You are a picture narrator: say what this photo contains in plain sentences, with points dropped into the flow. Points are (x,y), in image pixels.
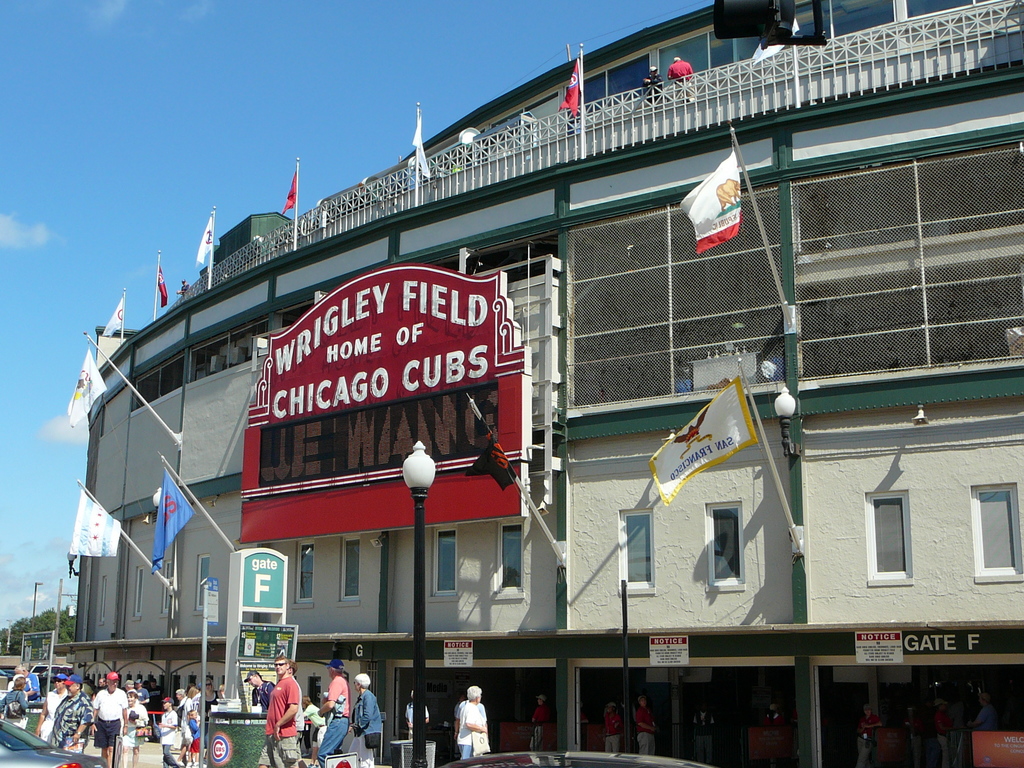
In the picture we can see a building (710,605) with some board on it we can see Wrigley home of Chicago Cubs and to the building (917,603) we can see some flags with poles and near the building (611,170) we can see a pole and light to it and some people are walking and some are standing and on the top of the building (897,605) we can see some flags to the poles (125,297) and railing (632,112) and in the background (173,293) we can see some trees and sky (19,592).
